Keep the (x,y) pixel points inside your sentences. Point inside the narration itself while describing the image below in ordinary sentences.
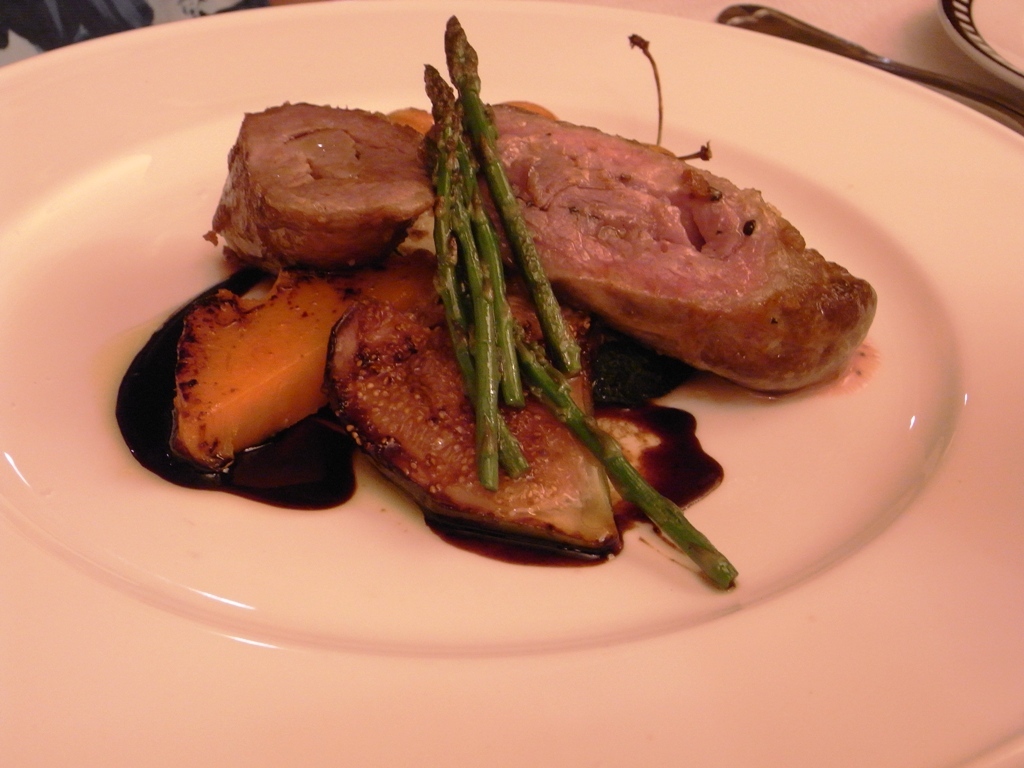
In this image there are plates (902,475), food (500,212) and object (945,83).
